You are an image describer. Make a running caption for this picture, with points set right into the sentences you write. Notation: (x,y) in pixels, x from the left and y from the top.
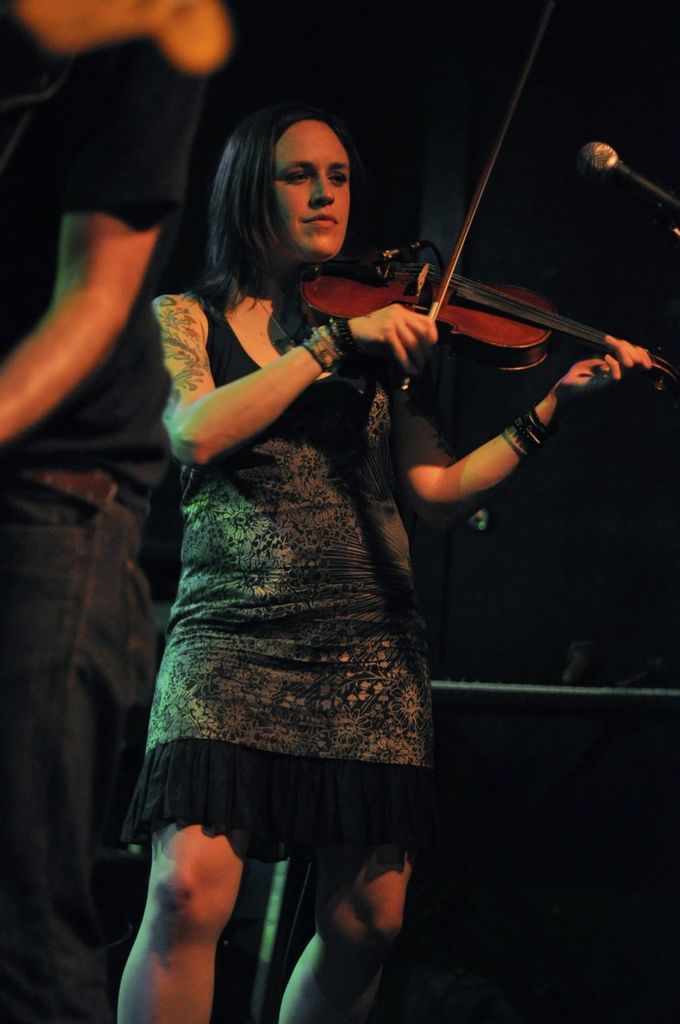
In the center of the image (305,552) there is a lady (284,392) standing and holding a violin (392,301) in her hand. There is a mic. On the left (170,167) there is a man (118,537) standing.
